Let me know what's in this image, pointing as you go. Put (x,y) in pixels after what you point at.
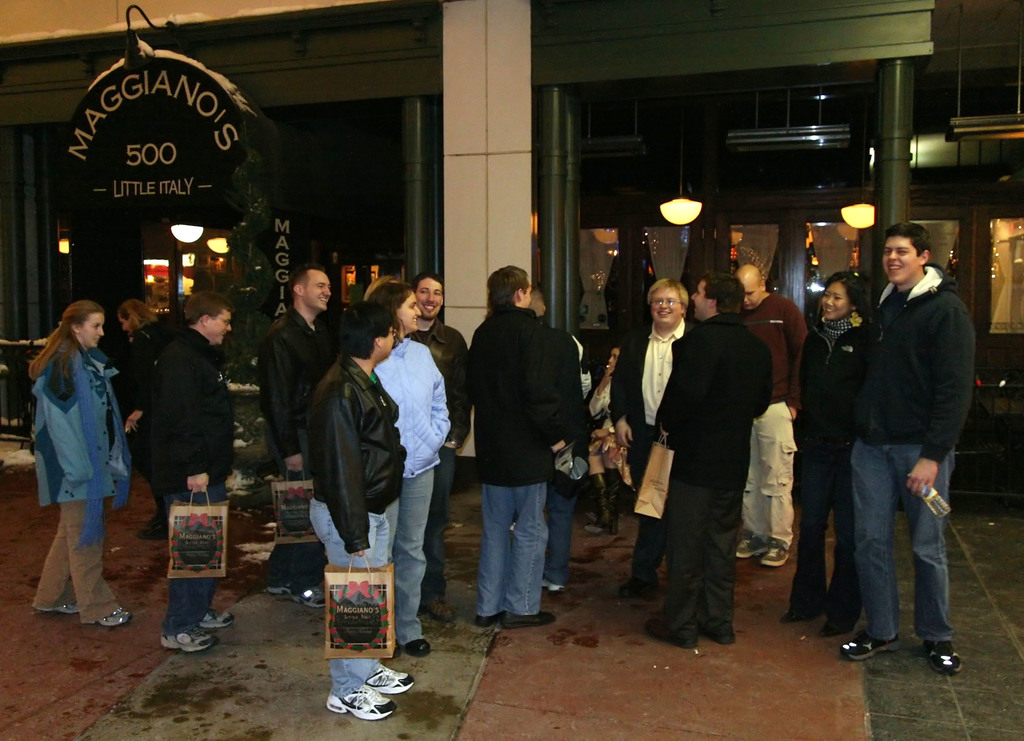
In this image we can see a few people (485,468), some of them are holding packages (640,500), there is a house (351,154), windows (611,290), lights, pillars (544,167), also we can see a board (135,131) with some text (144,160) on it.
